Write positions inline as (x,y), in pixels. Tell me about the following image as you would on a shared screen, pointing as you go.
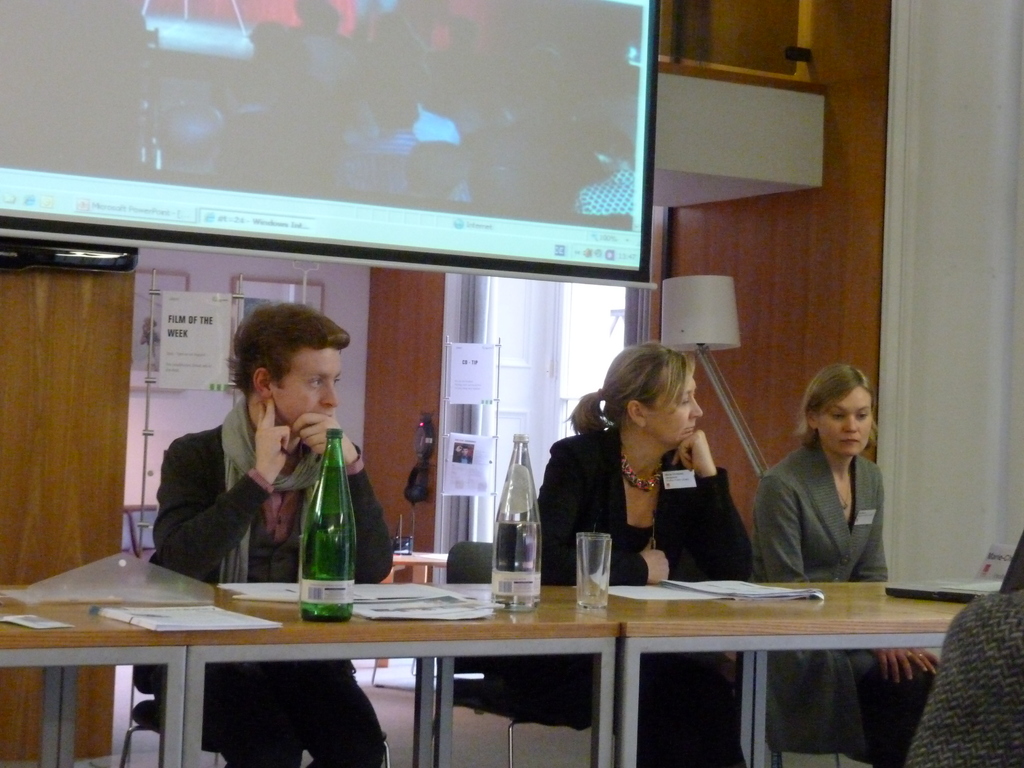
In the picture there is a table (664,602) and in front of the table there are three people (361,474) sitting, on the table (401,625) there are some papers (417,602), bottles (533,509) and glasses (577,558) in the background (334,147) there is a projector screen (262,86) and something is being projected on the screen (315,111), below that there is a door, to the right side (698,295) there is a lamp (700,280).
